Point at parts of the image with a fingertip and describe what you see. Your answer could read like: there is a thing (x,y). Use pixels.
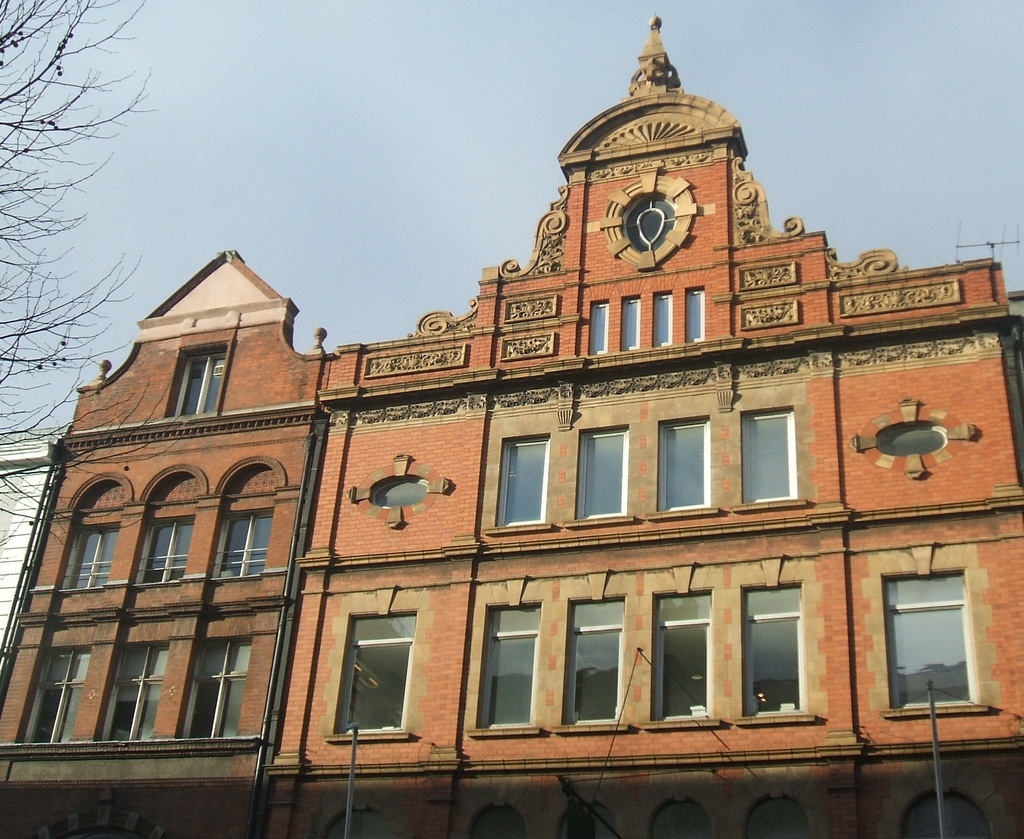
This picture is clicked outside. In the center (611,407) there is a building (744,412) and we can see the windows (701,433) of the building (718,417) and we can see the poles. In the background (309,89) there is a sky (302,80). On the left corner (39,130) we can see the tree (39,221).
